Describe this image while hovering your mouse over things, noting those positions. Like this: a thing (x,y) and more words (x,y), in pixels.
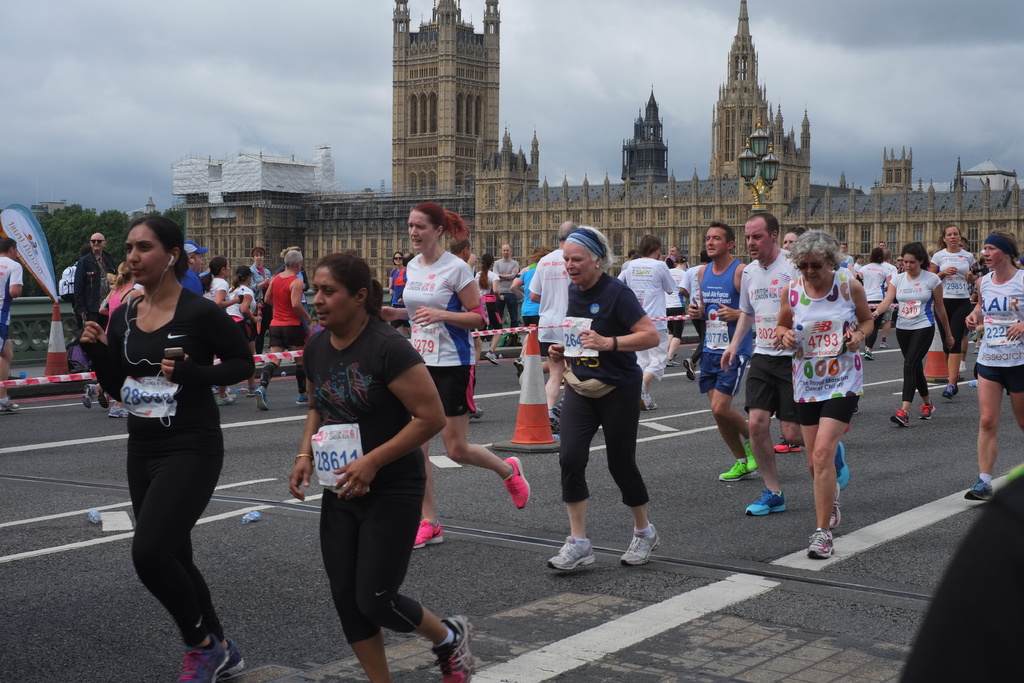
In this image we can see persons (634,402) running on the road (223,527) and traffic cones (535,398). In the background (461,106) we can see building (433,158), street lights (754,161), trees (109,220) and sky (243,80) with clouds (680,75).
